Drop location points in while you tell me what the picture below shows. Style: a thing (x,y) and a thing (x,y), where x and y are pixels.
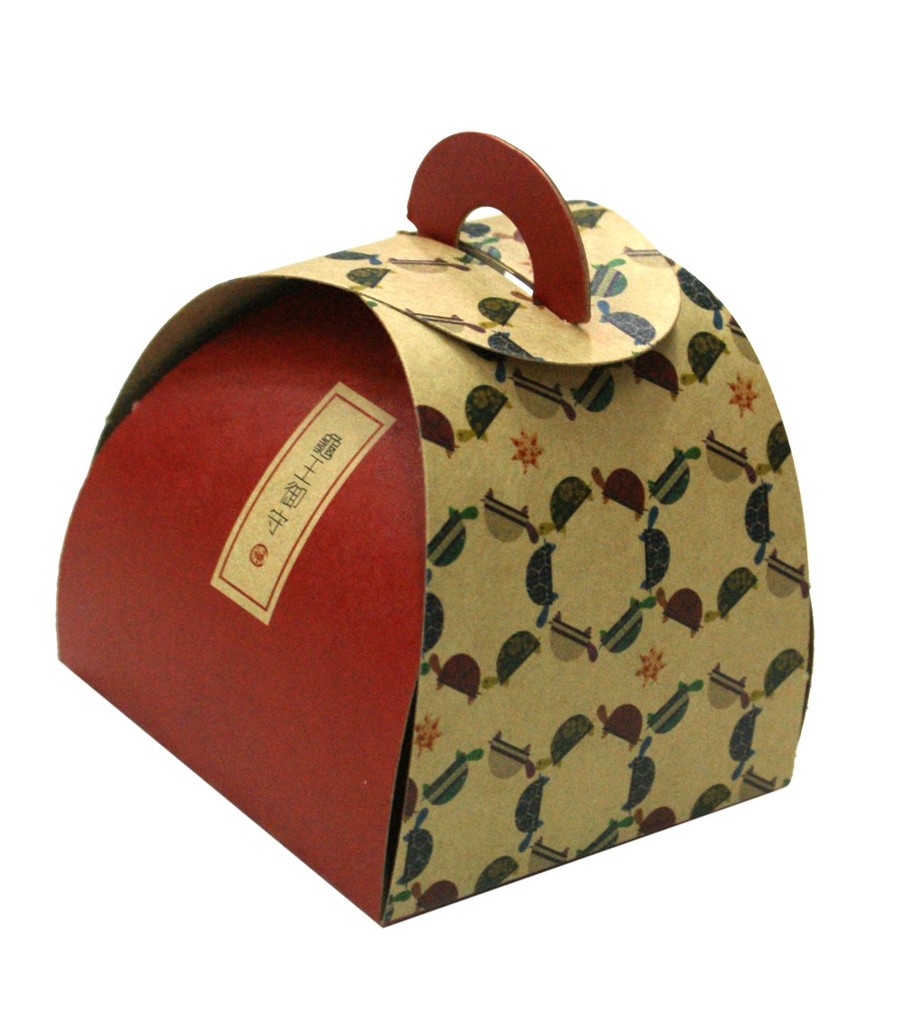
In this image we can see a gift packing box (651,552) with a handle (512,194) on it.
